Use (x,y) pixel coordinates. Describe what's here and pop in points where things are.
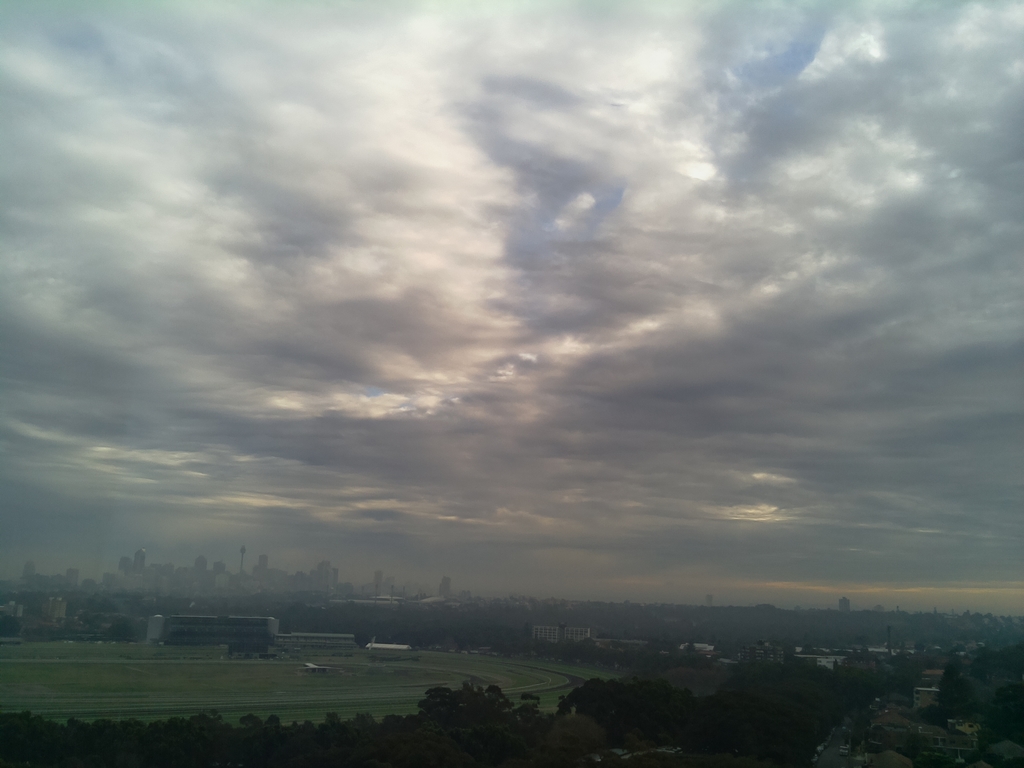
In the left side (246,684) it looks like a ground (384,696), in the down side there are trees (735,724) and this is a cloudy sky (484,280).
